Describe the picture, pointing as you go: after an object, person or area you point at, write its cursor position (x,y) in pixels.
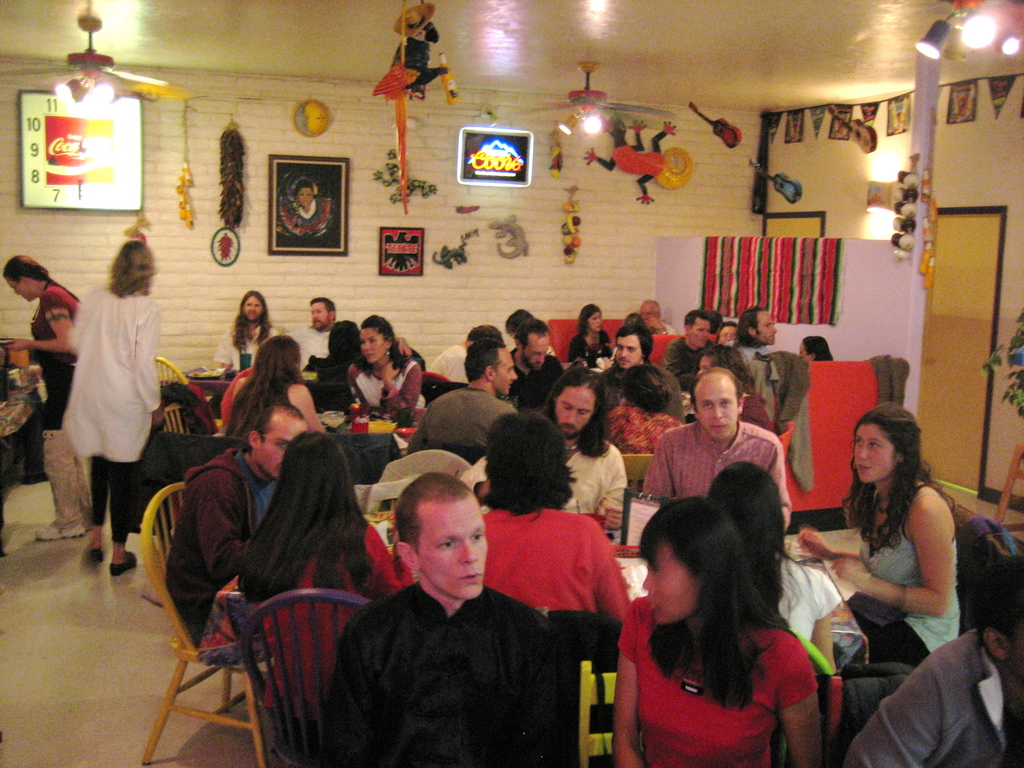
In this picture we can see group of person (565,602) sitting on the chair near to the table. On the table (640,534) we can see a pamphlet (629,520), cloth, plate (622,549) and other objects (621,533). On the back (680,374) we can see group of person (536,367) sitting near to the wall (408,318). On the left (158,317) there is a woman (111,331) who is wearing white dress (111,425) and shoe (126,558). Beside her we can see another woman (48,451) who is working on the kitchen platform (25,386). On the background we can see photo frames (288,170) and other statues (620,166). On the top left corner (136,159) there is a wall clock (114,171). On the top right corner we can see light (987,32). On the right (1018,333) there is a plant (1021,392).
